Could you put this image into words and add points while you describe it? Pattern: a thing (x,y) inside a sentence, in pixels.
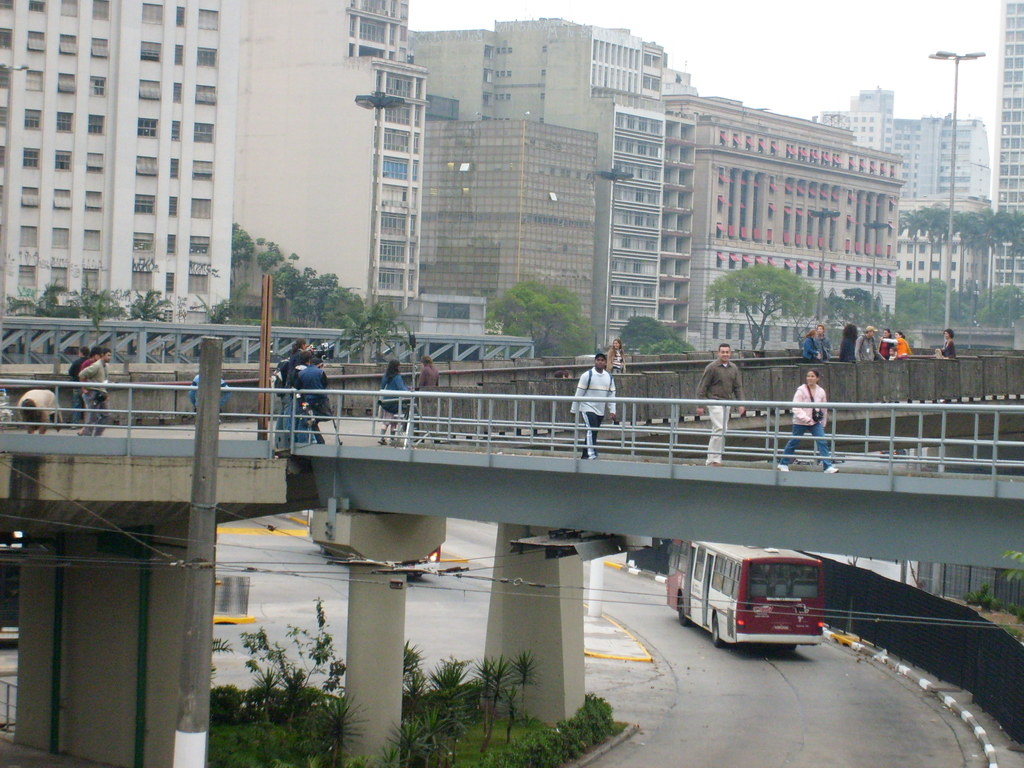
In this picture we can see a bus (809,565) on the road (692,737), pillars (551,610), buildings (640,287), trees (742,291), poles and some people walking on a bridge (933,432) and in the background (784,89) we can see the sky (809,39).
